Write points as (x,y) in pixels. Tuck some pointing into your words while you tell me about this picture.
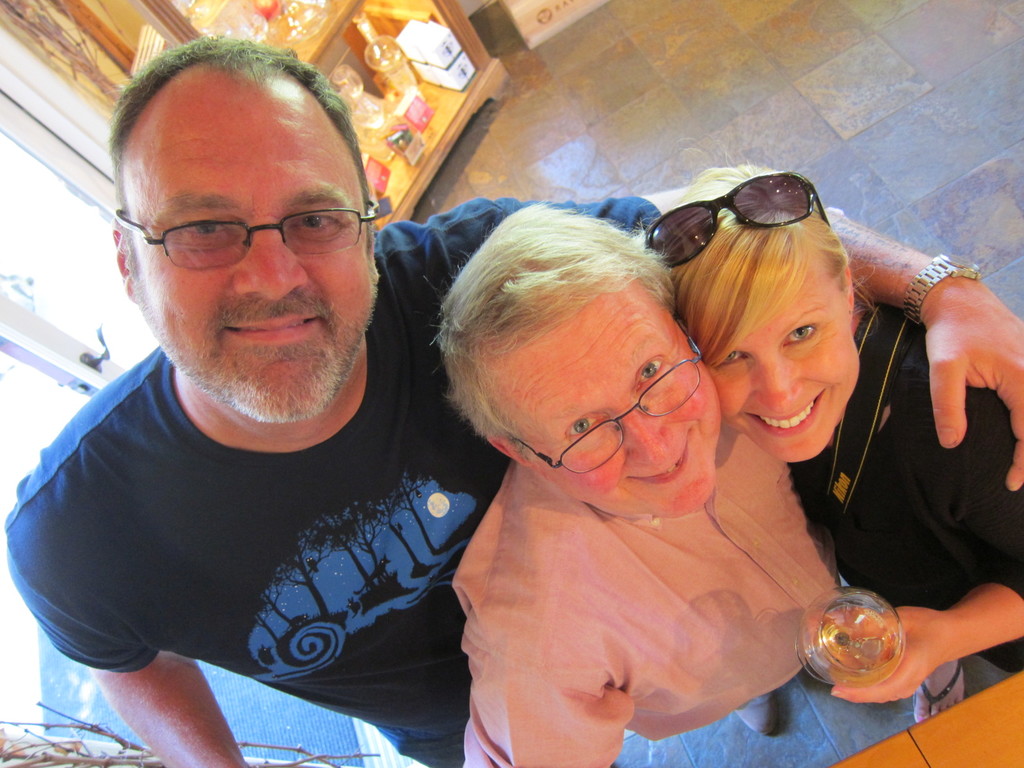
In this picture we can see three persons (475,457) are standing, a person (980,462) on the right side (872,653) is holding a glass (885,659), in the background (329,53) we can see a rack (337,65), there are some glasses (357,78) present on the rack (329,40), two persons (591,654) on the left side (206,403) wore spectacles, on the left side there is a door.
